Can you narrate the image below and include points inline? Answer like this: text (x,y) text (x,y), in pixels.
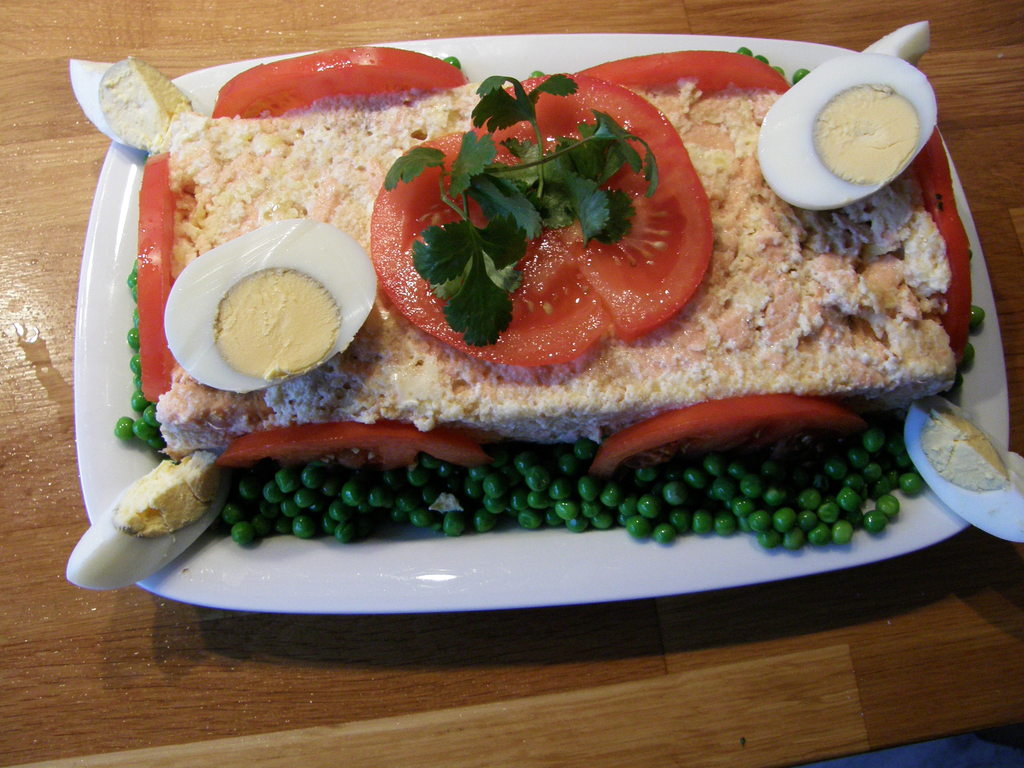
In this image, we can see a plate (379,574) on the table (499,719) contains some food (439,329).
